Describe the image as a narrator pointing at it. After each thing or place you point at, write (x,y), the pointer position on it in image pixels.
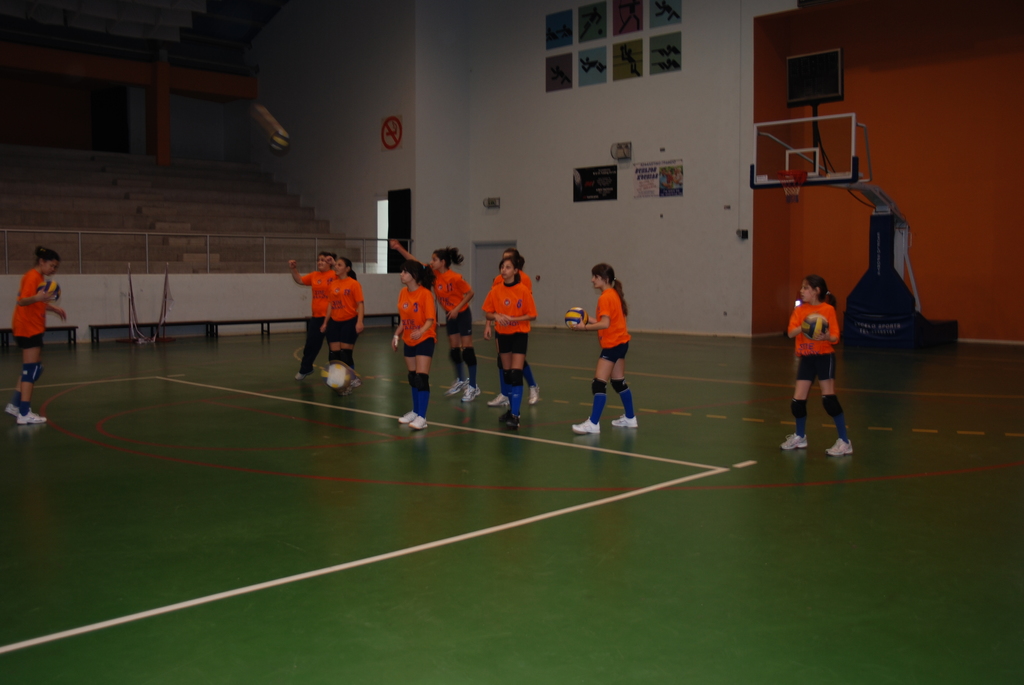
In this image there are children's (450,305) playing volleyball, in the background (272,219) there are benches (187,222).
